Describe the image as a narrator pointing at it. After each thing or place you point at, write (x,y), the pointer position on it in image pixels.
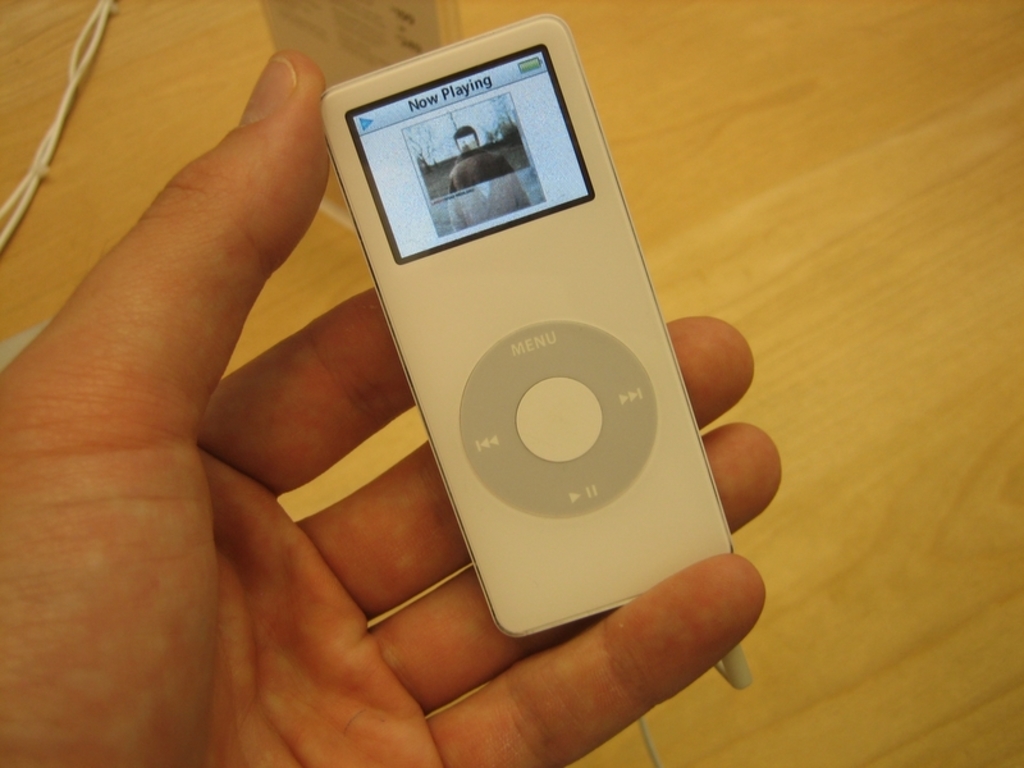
This image consists of a person (323,590) holding an Ipod (502,537). At the bottom (995,515), there is a table (908,465) made up of wood (802,367).
